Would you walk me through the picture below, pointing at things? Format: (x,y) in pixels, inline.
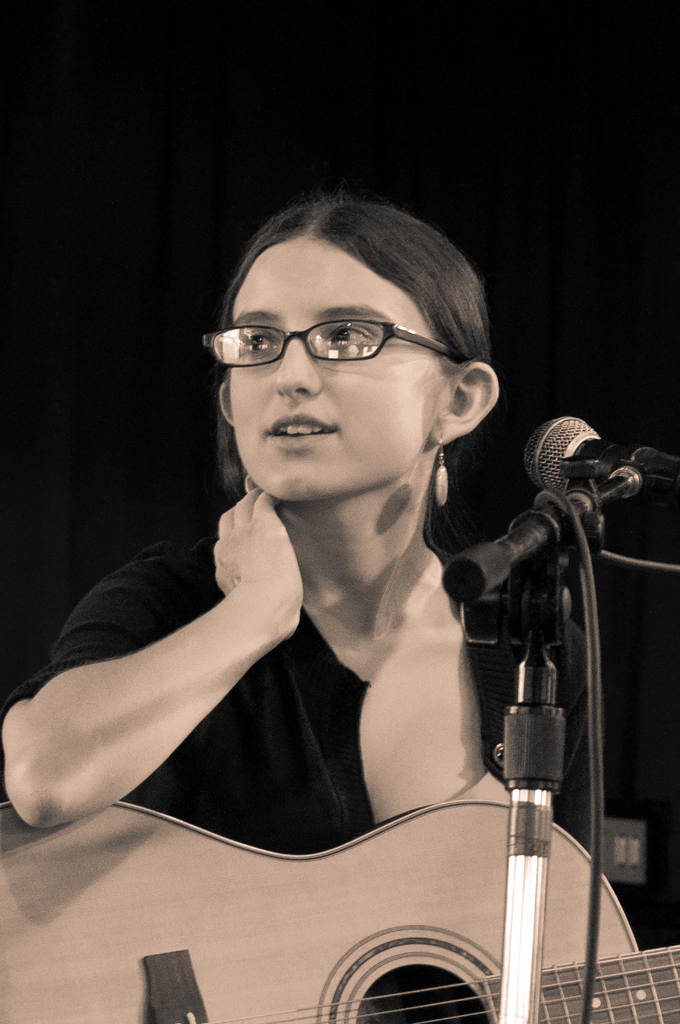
In this image there is a lady person (318,722) wearing black color dress (329,701) and spectacles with guitar (461,900) and in front of her there is a microphone (541,473).
